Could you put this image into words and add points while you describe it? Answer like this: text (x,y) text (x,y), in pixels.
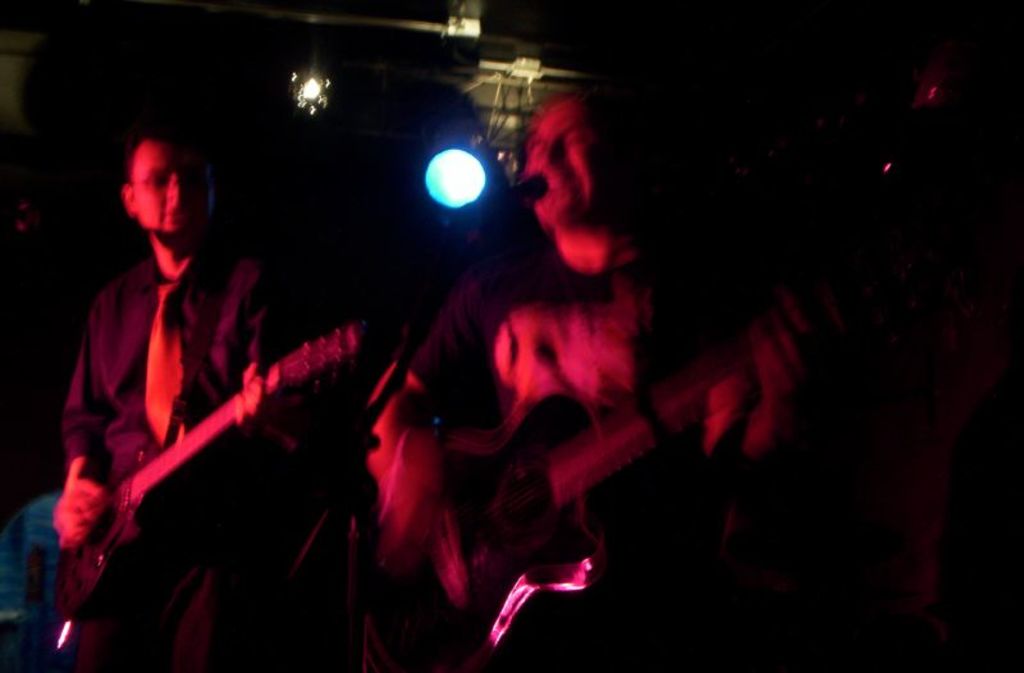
To the left side (151,318) there is a man (121,349) with black shirt (118,352) and red tie (162,359). He is standing and he is playing guitar (108,530). Beside of him there is another man (585,313) with black t-shirt (606,328) is standing and playing guitar (639,417). In front of him there is a mic (510,197). And to the top (484,172) there is a light (439,181).
